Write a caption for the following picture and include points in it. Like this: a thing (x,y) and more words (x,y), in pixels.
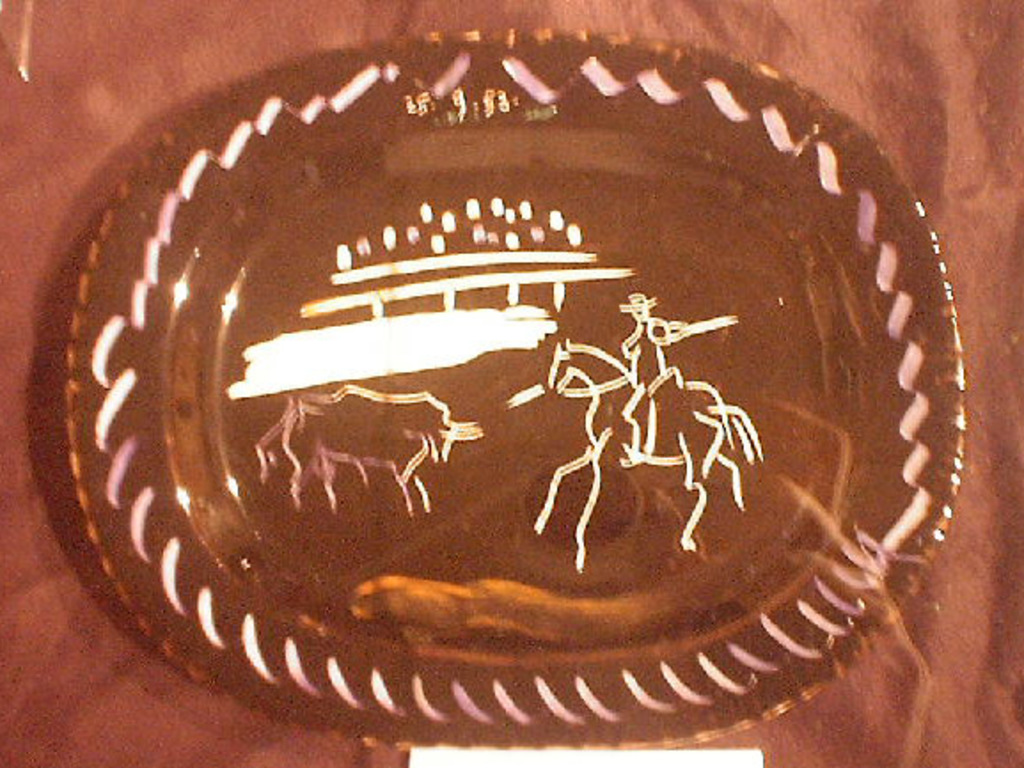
In the center of the image (384,325) we can see a plate (118,317) placed on the table (73,688).
